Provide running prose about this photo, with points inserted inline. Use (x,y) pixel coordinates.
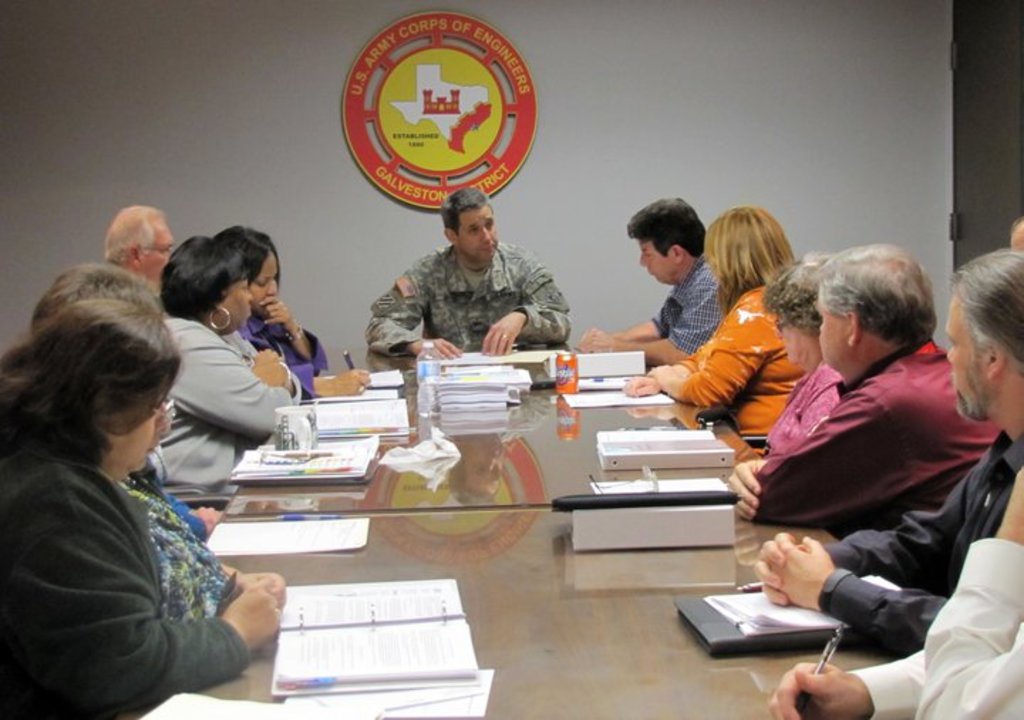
In this image, there are some persons (180,522) wearing clothes (180,522) and sitting in front of the table (310,577). This table (310,577) contains some files (507,371). There is a logo (427,118) at the top of the image (425,127).
